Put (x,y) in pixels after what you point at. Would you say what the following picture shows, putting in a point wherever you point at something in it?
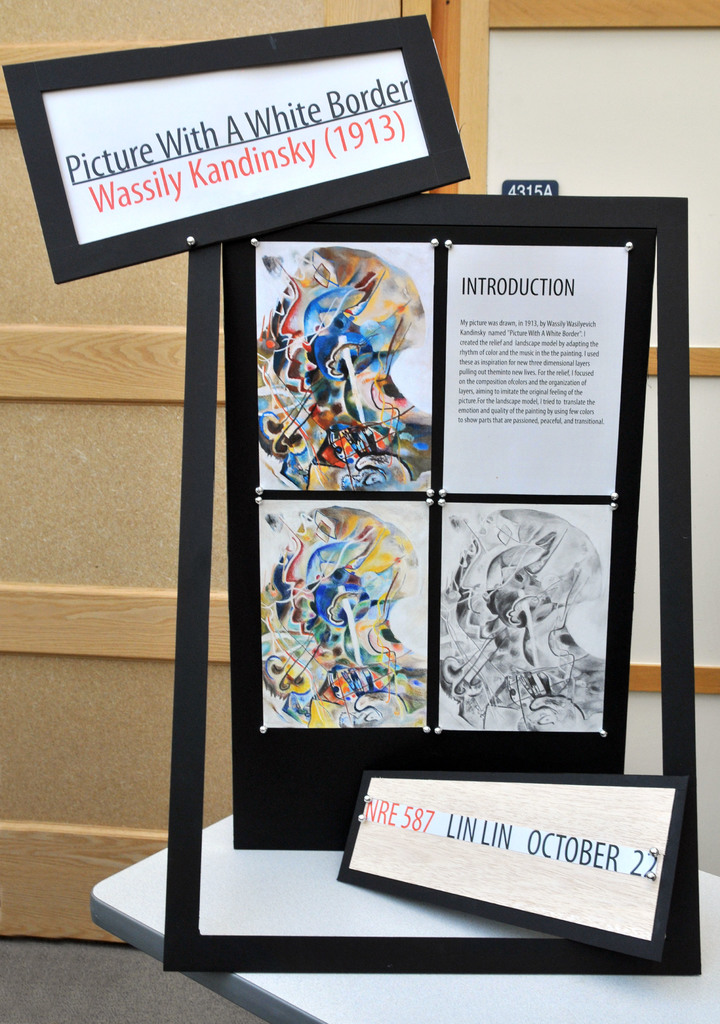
In this picture we can see frames (367,174) on the table (341,1018) and we can find some text (489,349).
